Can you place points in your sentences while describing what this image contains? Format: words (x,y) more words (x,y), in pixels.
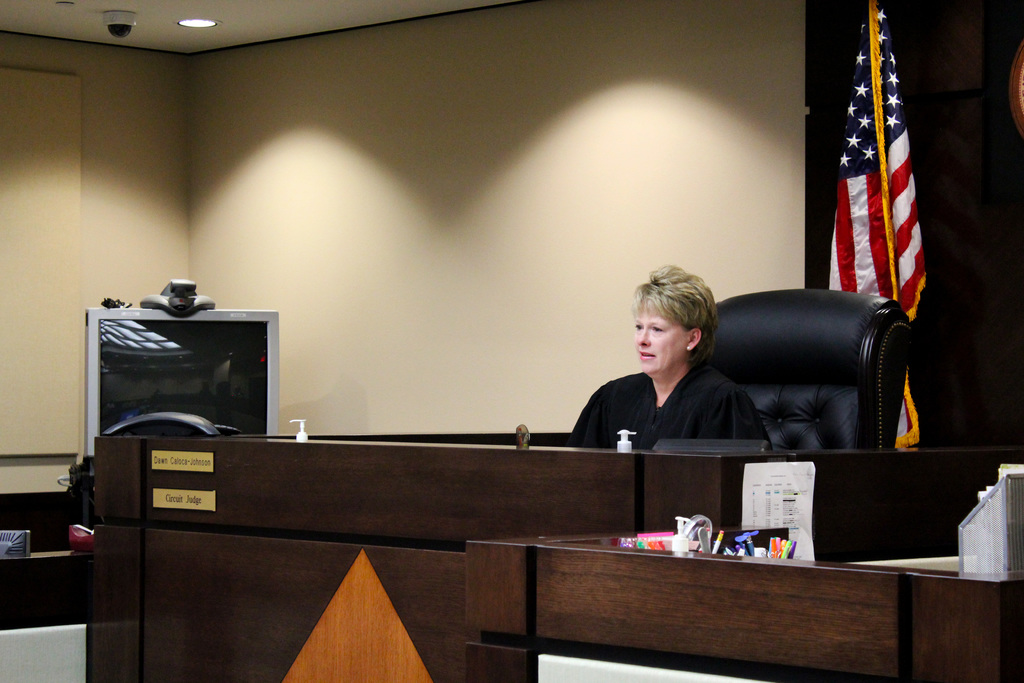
This is a picture taken in a room (579,387). The woman (641,392) in black dress (681,392) sitting on a chair (752,381). In front of the women (643,400) there is a wooden table (421,490) on the table (615,481) there is a pen stand (771,557). Background of the women (674,393) there is a wall (643,133) and a united flag (857,172). On top of the women (695,355) there is a roof (215,32) with a light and a cc camera (117,29).
